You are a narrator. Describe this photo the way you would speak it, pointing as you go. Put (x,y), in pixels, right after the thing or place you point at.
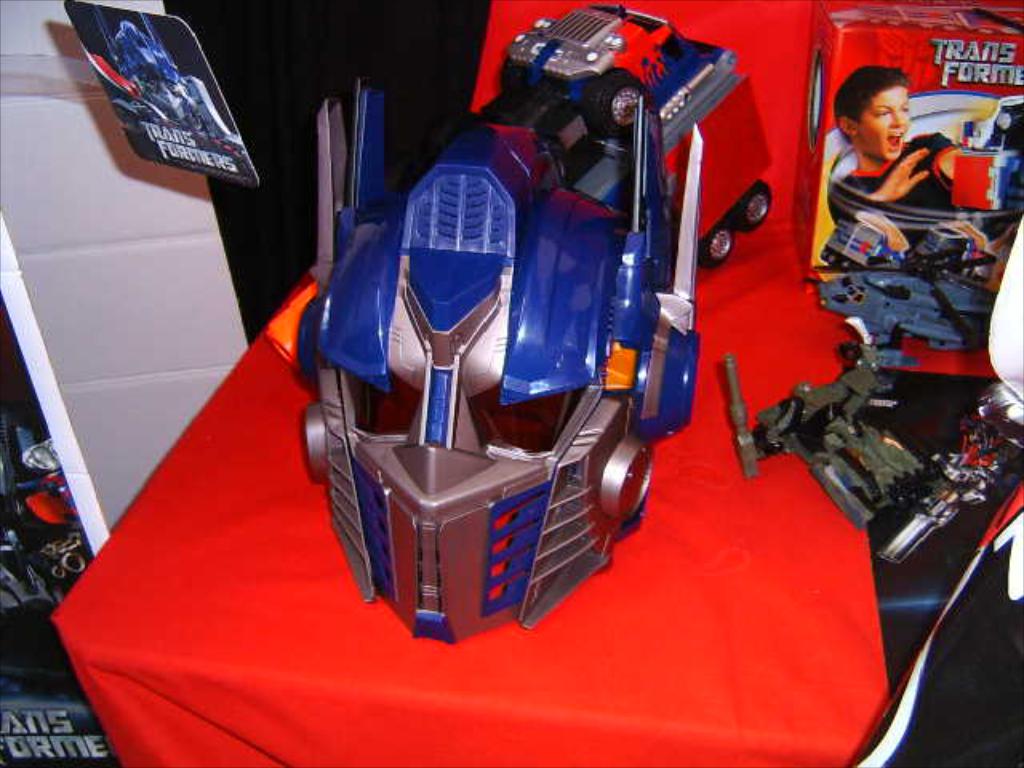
In the center of the image (537,331) we can see a toy (578,167) placed on the table (663,460). On the right side of the image (879,435) we can see a toy (916,307). On the left side (49,477) we can see a toy (68,480).
